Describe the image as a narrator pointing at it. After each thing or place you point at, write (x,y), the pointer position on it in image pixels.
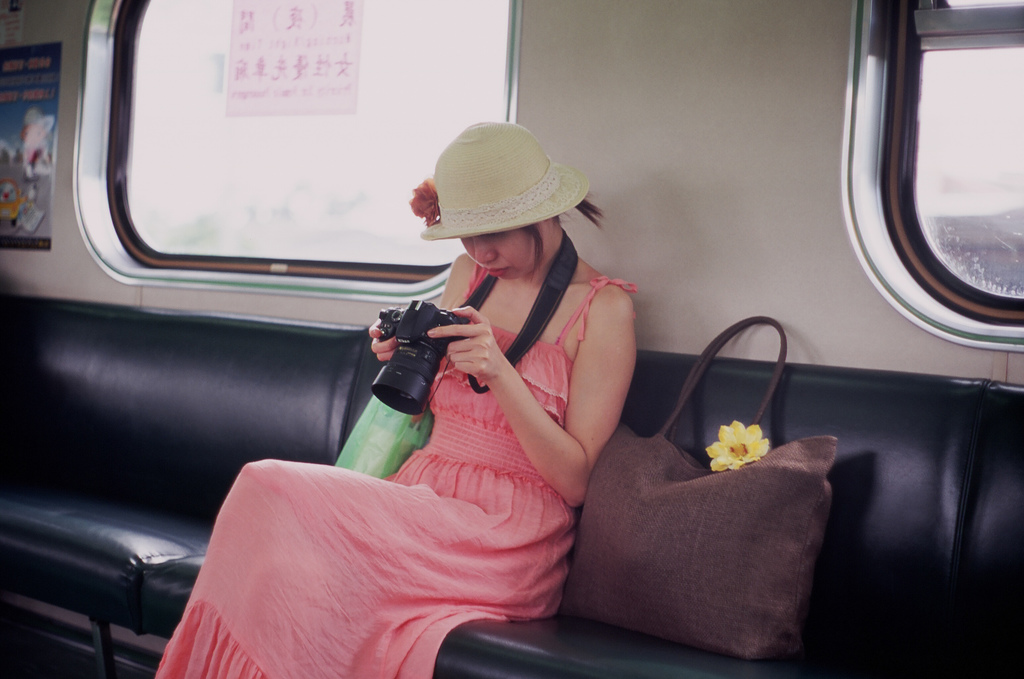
In this picture there is a girl (460,472) wearing red color dress (436,404), holding a black camera (405,343) and sitting in the train (21,254). Beside there is a brown bag (700,519). Behind there is a train windows (985,129).
